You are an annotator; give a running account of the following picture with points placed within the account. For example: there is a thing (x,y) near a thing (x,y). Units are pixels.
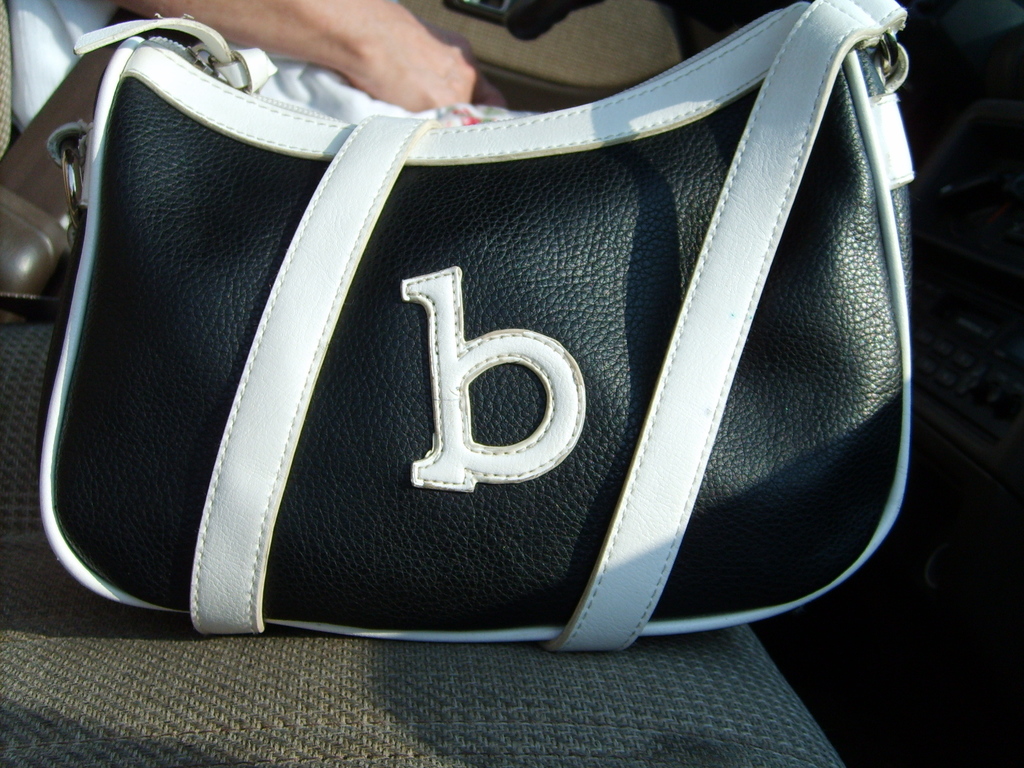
In the center (505,397) we can see handbag (426,271), which is in black and white color on the chair (75,741). In the background (301,65) there is a person (379,56) sitting.
